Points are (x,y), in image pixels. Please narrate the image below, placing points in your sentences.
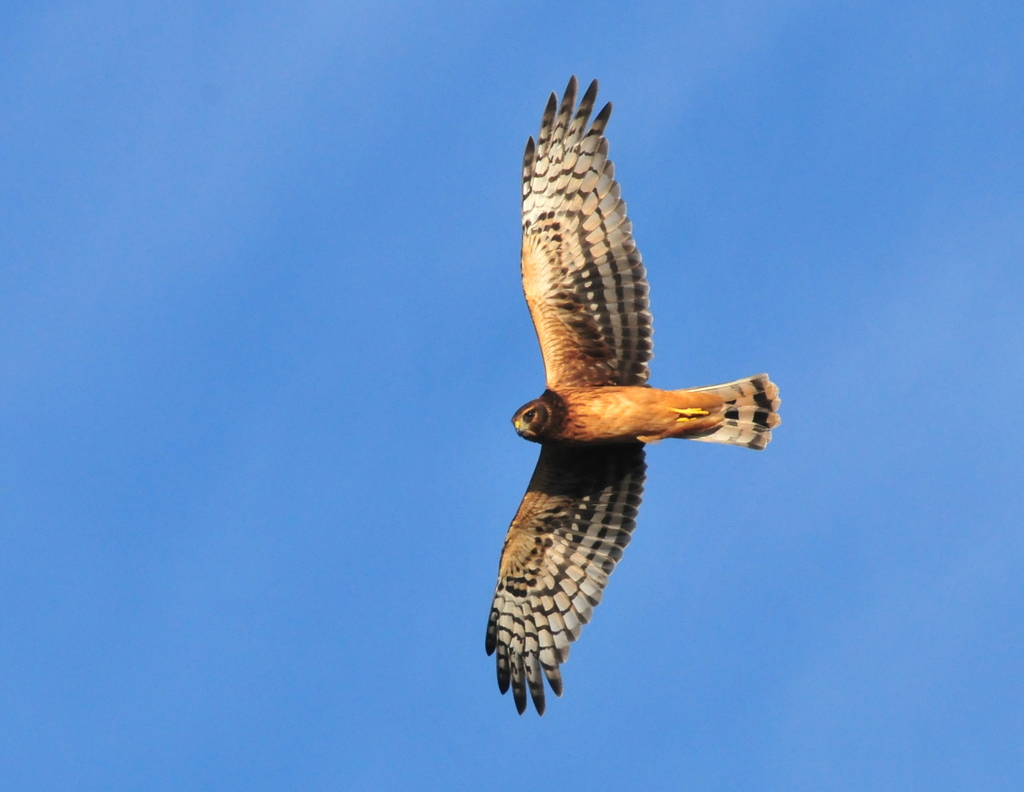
In this image we can see a bird (636,397) flying in the sky (525,479).
